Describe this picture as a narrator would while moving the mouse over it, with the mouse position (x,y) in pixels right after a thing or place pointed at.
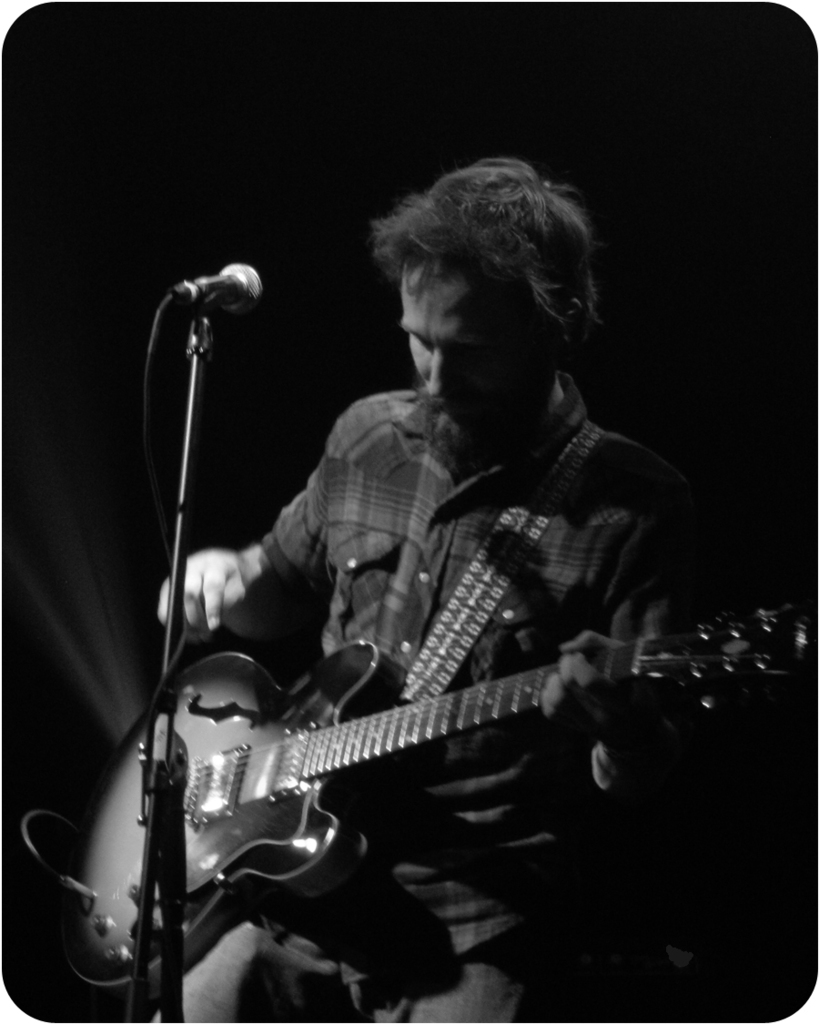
This is black and white picture in this picture the person (457,282) is holding a guitar (477,707) and moving the strings (494,697). In front of him there is a mic (207,292).
